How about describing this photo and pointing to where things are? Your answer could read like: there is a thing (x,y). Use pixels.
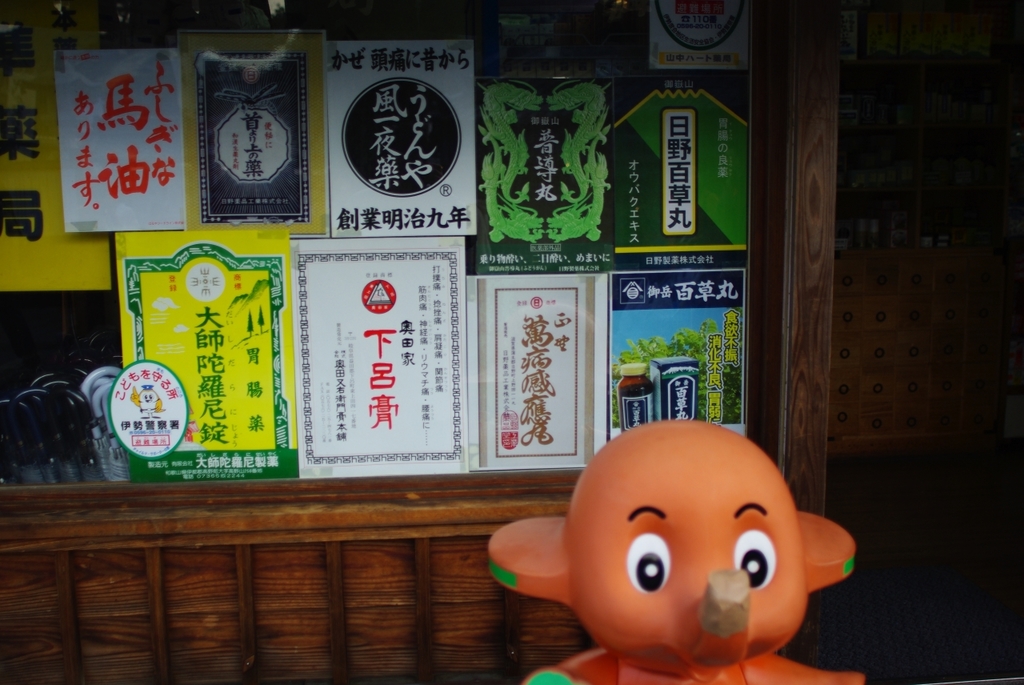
In this image I can see a toy (662,562) which is orange, green, black and white in color and in the background (147,551) I can see a brown colored surface (327,575) and few posters (234,344) which are yellow, white, green and black in color are attached to the surface (308,573).
